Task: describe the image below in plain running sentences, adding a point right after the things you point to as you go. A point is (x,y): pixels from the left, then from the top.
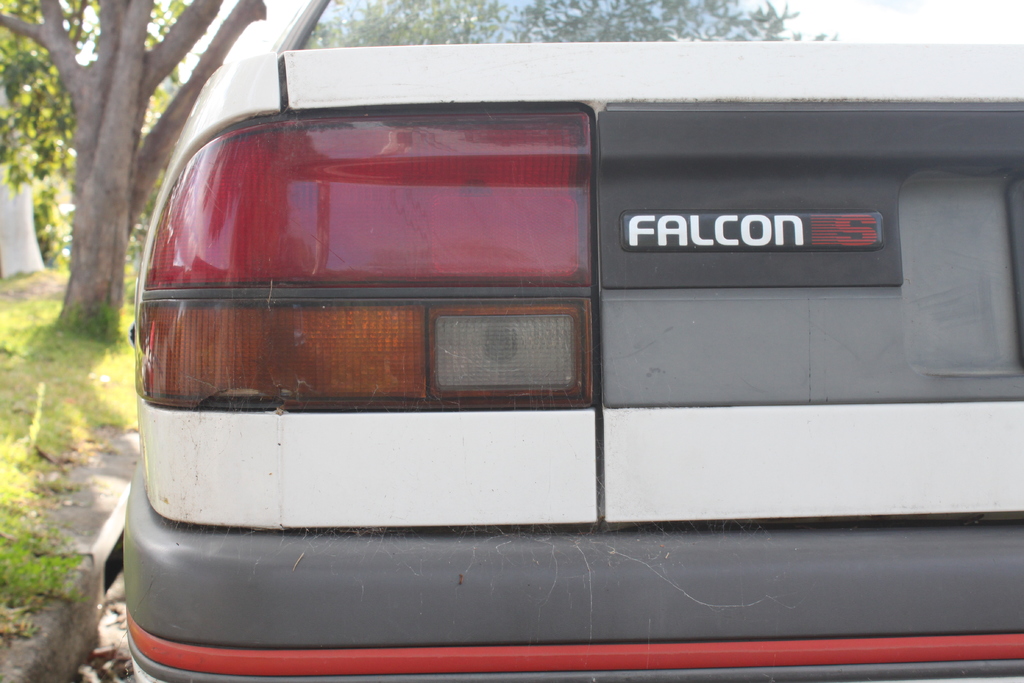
In this image I can see a car (537,461) from the back side I can see car lights (403,267) and some text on the car (520,468). On the left side of the image (84,115) I can see a tree (87,180) and grass (82,346).
